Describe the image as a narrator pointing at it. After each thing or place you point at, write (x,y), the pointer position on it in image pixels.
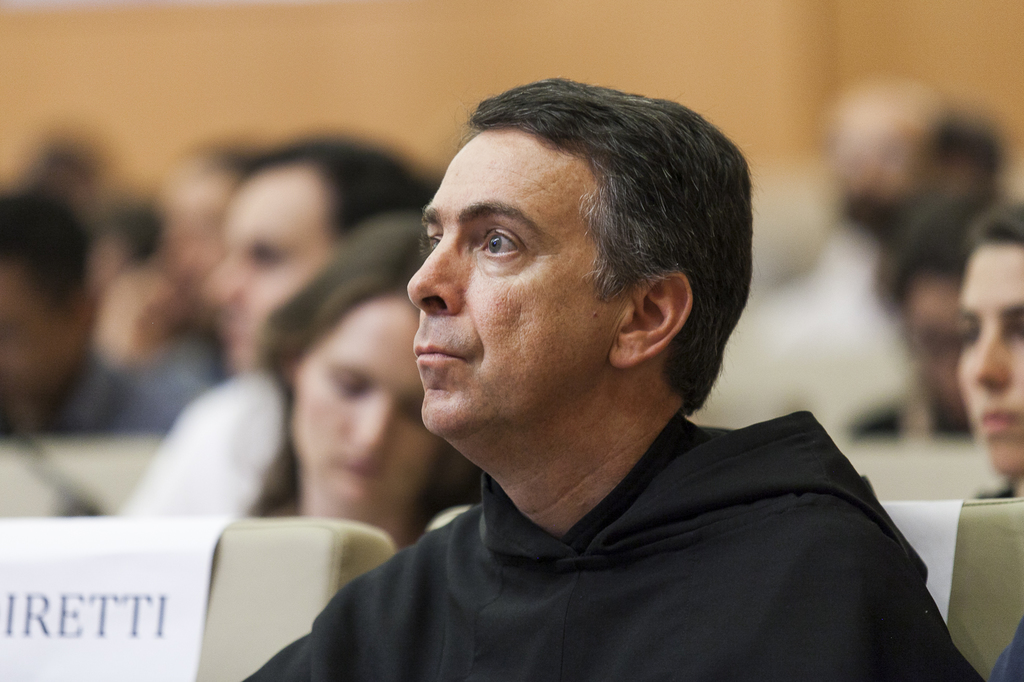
In this image we can see a group of people (964,288) are sitting on a chair (346,545). There is a paper (136,612) stuck on a chairs (117,600).
